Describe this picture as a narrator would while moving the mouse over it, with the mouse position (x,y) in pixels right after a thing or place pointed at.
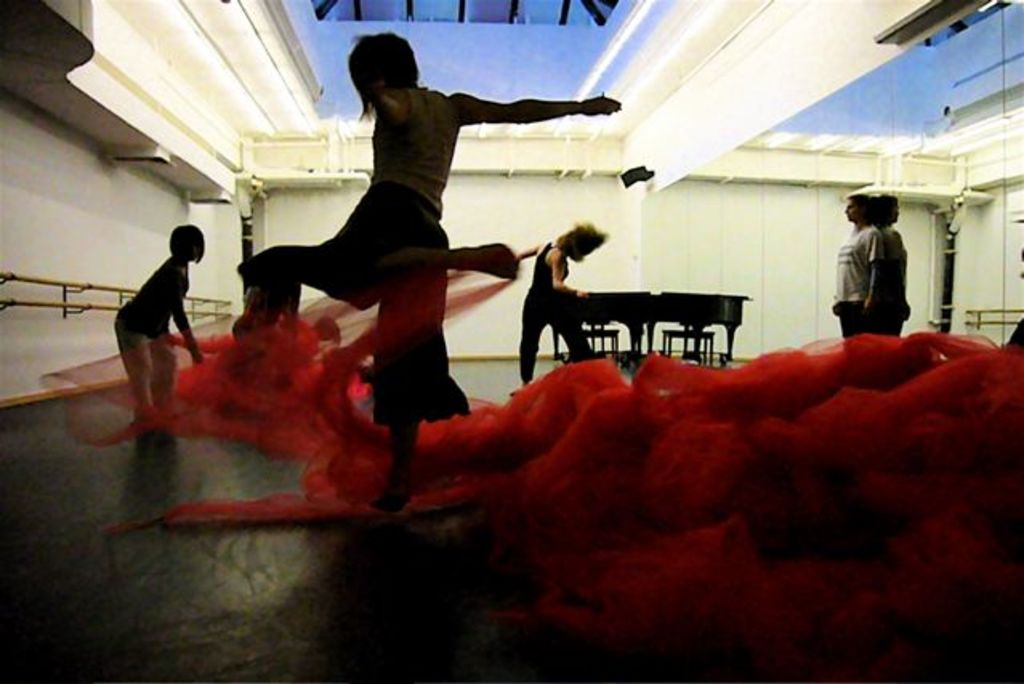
On the right side of the picture (754,171) we can see a mirror (884,181) and the reflection (841,184) of a person (839,277) and a wall (782,254). Here we can see people (409,254), chairs (612,333) and a piano (651,309) on the floor (11,492).
